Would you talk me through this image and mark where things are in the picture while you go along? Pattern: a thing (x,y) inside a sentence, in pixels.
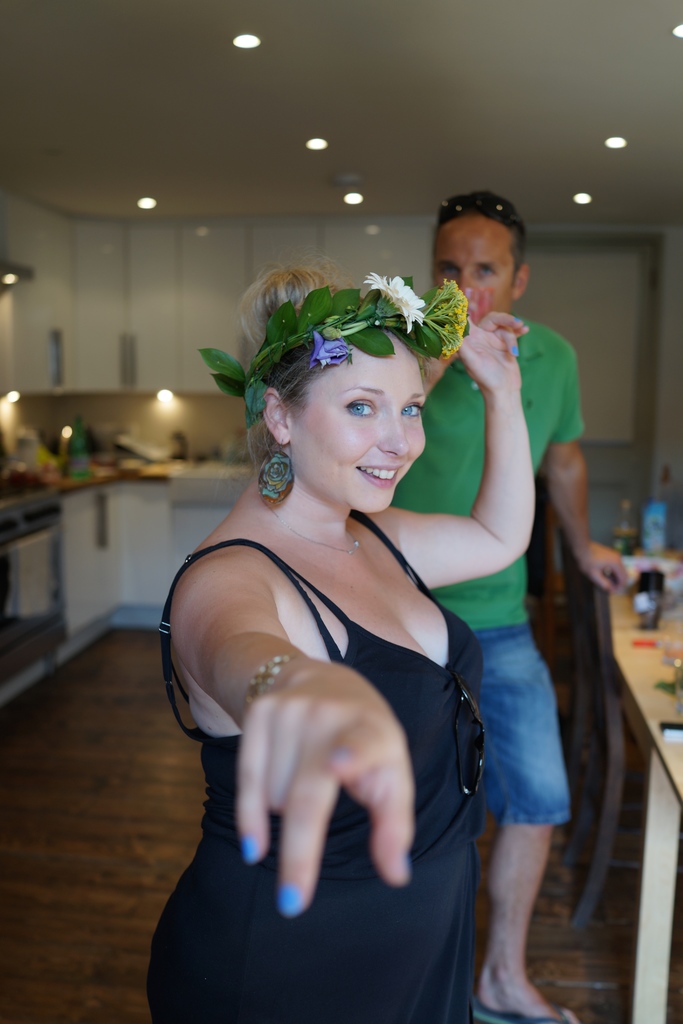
In this image we can see a woman (266,937) and a man (562,1018). She is smiling. There are tables (638,971), cupboards (39,287), bottles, towel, and few objects (455,315). In the background (11,392) we can see lights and ceiling (476,93).
